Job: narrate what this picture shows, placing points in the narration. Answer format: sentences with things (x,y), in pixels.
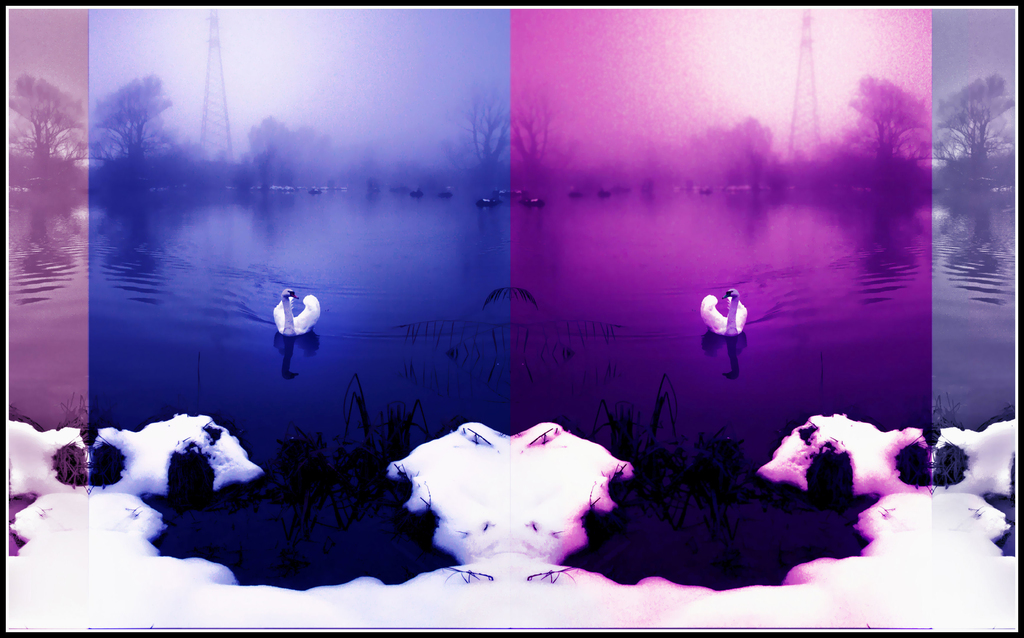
In this I can see pink and violet color image with snow (450,578). And there are ducks (717,312) in a water (638,282). And at the background (273,133) there is a tower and a tree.
